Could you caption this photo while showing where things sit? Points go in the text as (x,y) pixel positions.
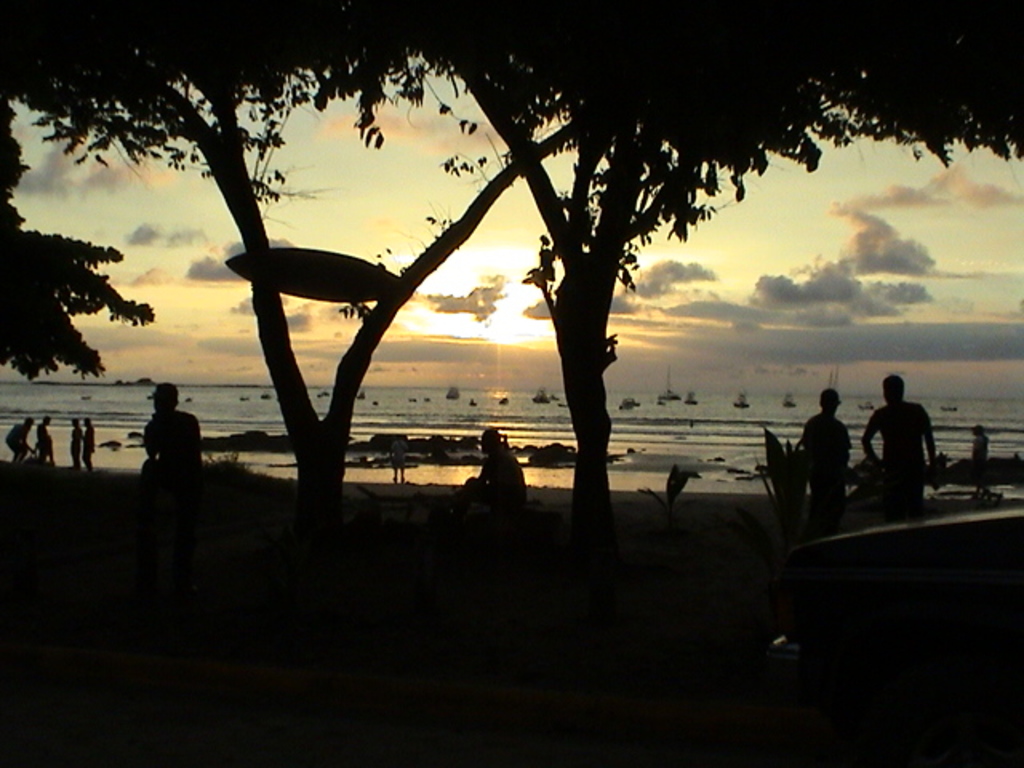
This image is taken outdoors. In the background (286,187) there is the sky (379,198) with clouds (650,286) and sun (511,300) and there is a sea (726,407) with waves (468,419). There are a few boats (450,392) on the sea (495,398). In the middle of the image (361,303) there are a few trees (606,342) and a few people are standing on the ground (866,494) and a few are sitting.
